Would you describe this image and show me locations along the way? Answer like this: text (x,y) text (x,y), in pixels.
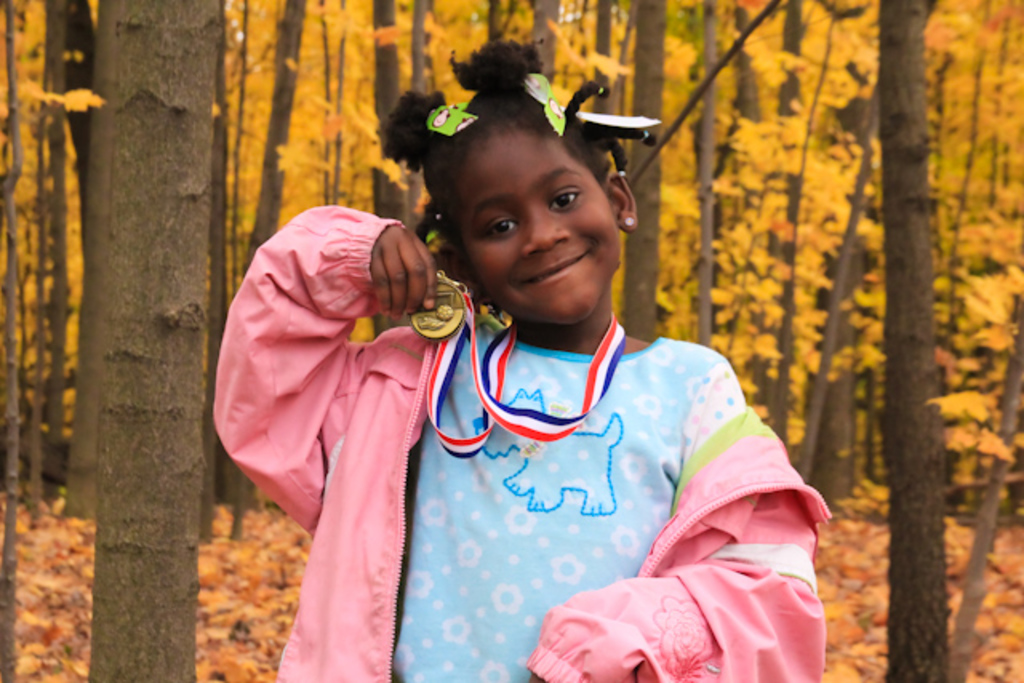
In this picture we can see a girl (336,593) wore a jacket (334,562) and holding a medal (448,376) with her hand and smiling and in the background (177,310) we can see trees (211,261).
